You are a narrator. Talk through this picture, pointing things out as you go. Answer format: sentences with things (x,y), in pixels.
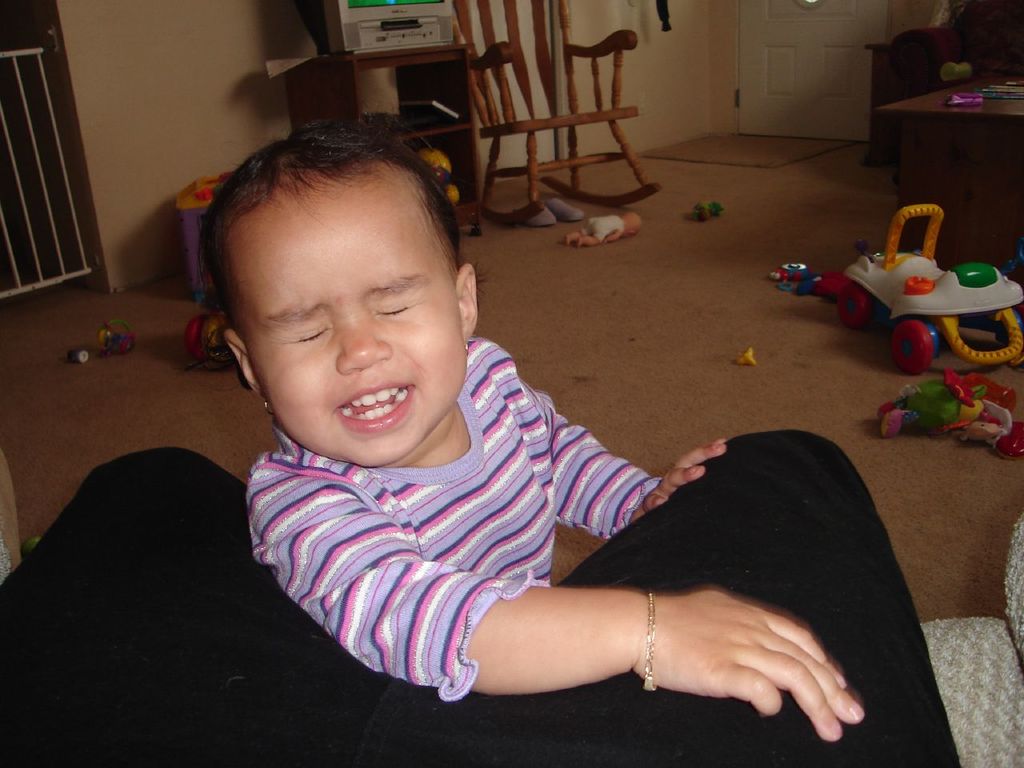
This picture shows a girl (349,410) is smiling. There are toys (968,278) on the floor (628,181), a chair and a door (785,44) on the right side (811,78).
